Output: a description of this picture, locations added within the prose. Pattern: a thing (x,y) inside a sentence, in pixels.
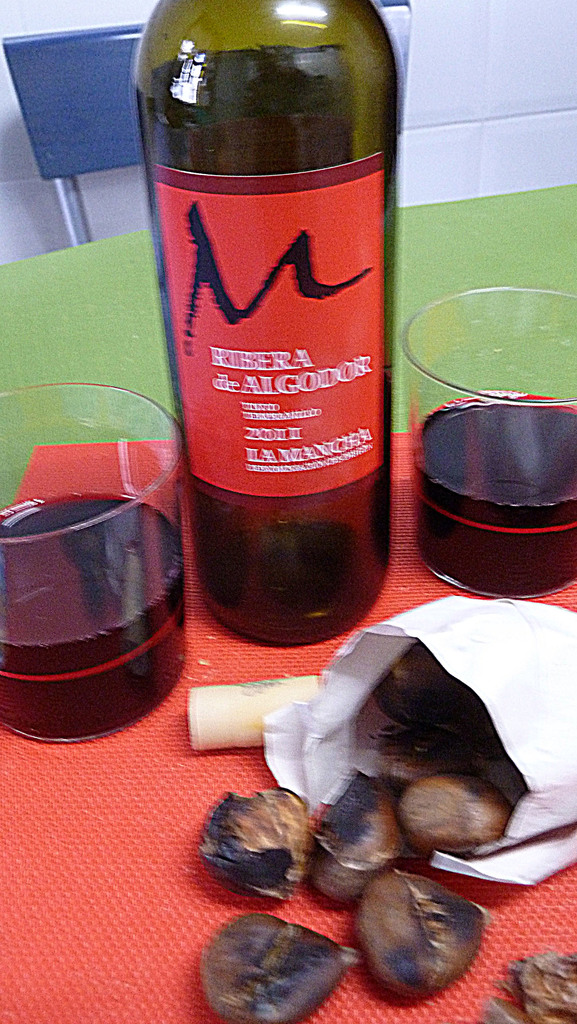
In this image we can see table (79,327) where a wine bottle (355,281) and a glass (35,684) and a paper of stuff (535,666) are kept on it.
